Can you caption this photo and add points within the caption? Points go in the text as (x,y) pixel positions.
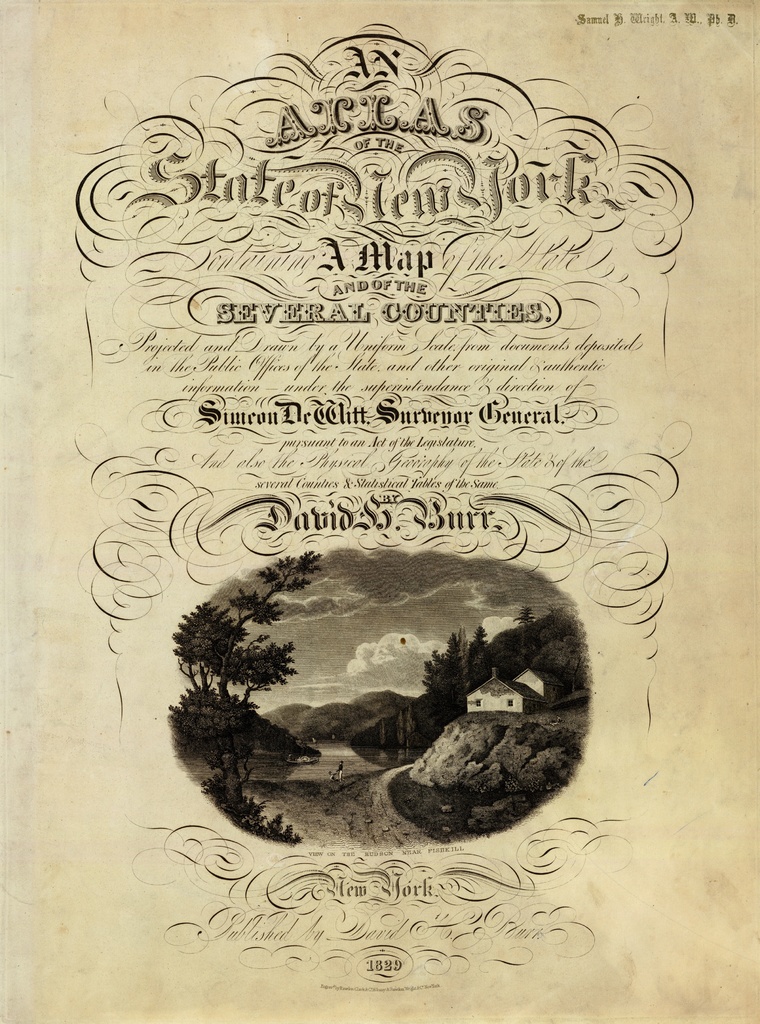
In the image we can see a paper (325,368), on the paper (376,608) there is a picture (332,773) of a house (526,699), grass (536,714), cloudy sky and trees (424,728). There is even a text (346,514) on the paper (291,583).
